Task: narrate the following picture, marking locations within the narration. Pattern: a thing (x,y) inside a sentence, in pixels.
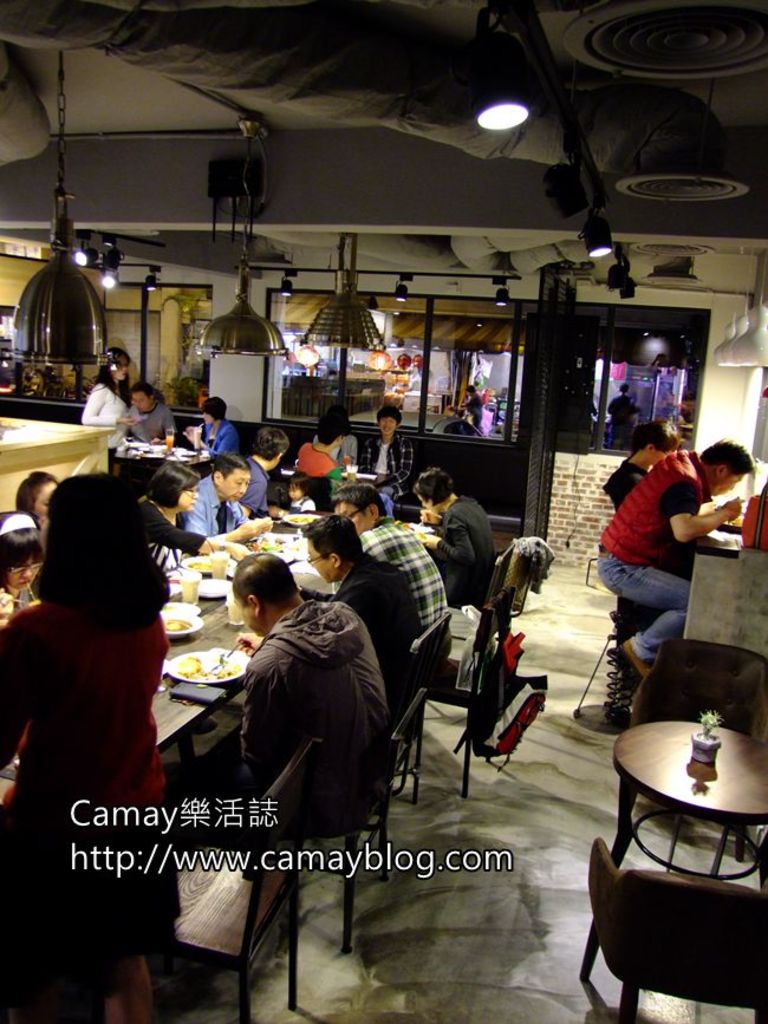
In the picture we can see a set of people (140,565) sitting on a chairs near the table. On the table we can see plates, glasses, food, spoons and they are having a dinner(meal). In the background (720,357) we can find a wall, a glass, window (625,447) and the lights (570,166) in the ceiling (484,197).
